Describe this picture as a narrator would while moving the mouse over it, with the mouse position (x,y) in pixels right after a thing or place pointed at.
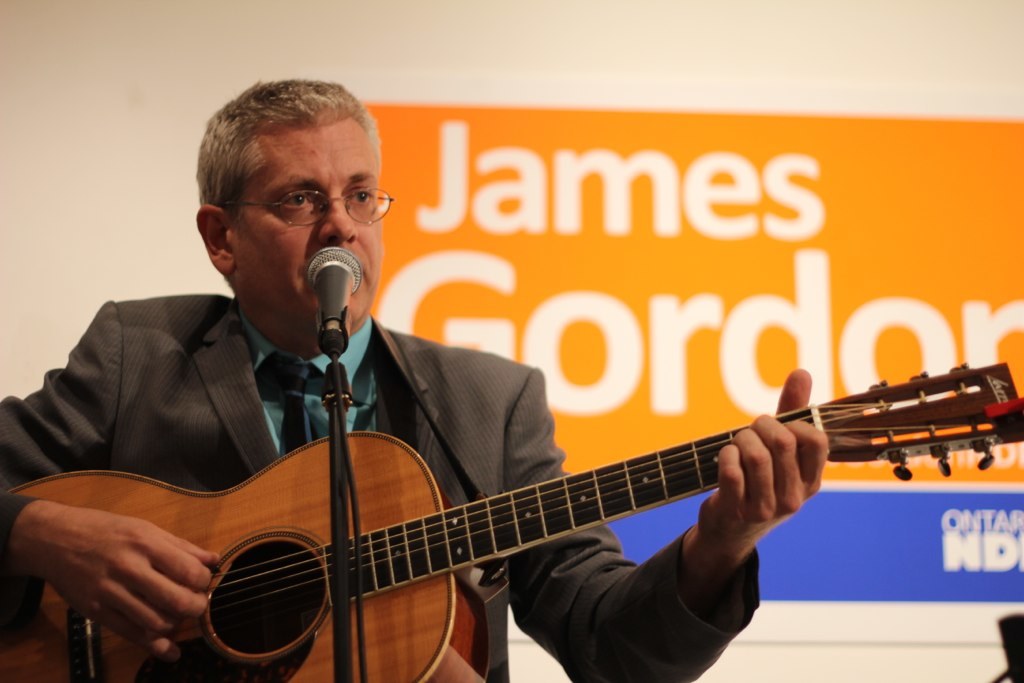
in the picture there is a person (426,387) playing guitar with a microphone (347,308) in front of him.
